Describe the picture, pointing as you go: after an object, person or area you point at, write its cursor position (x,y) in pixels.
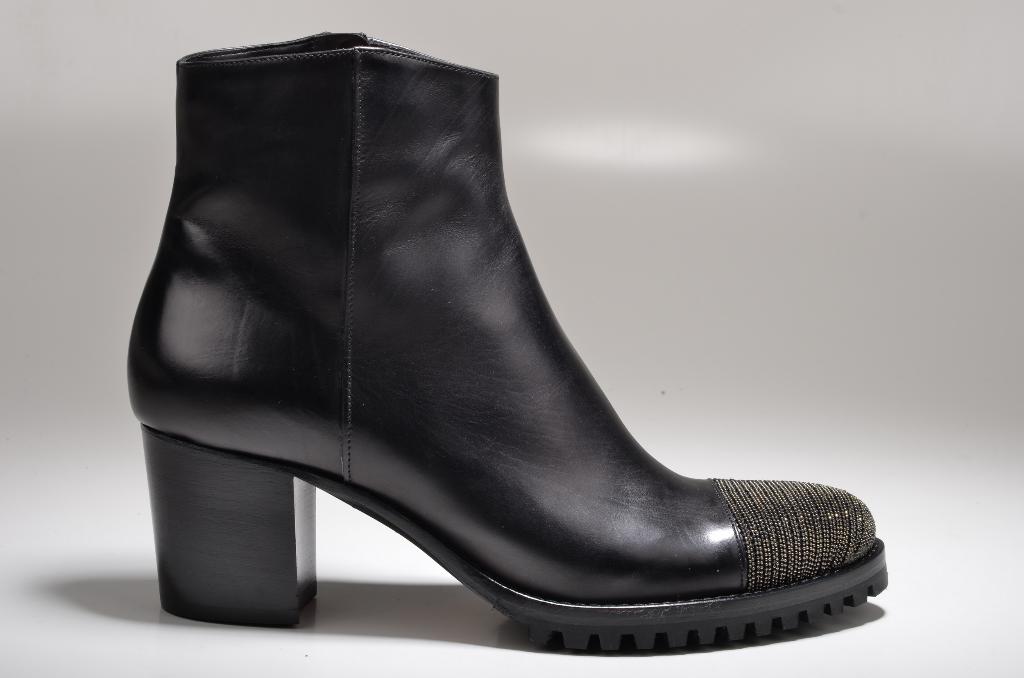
In this image I can see a black colour shoe (335,460) in the front (306,547) and I can also see white colour in the background (597,178).
